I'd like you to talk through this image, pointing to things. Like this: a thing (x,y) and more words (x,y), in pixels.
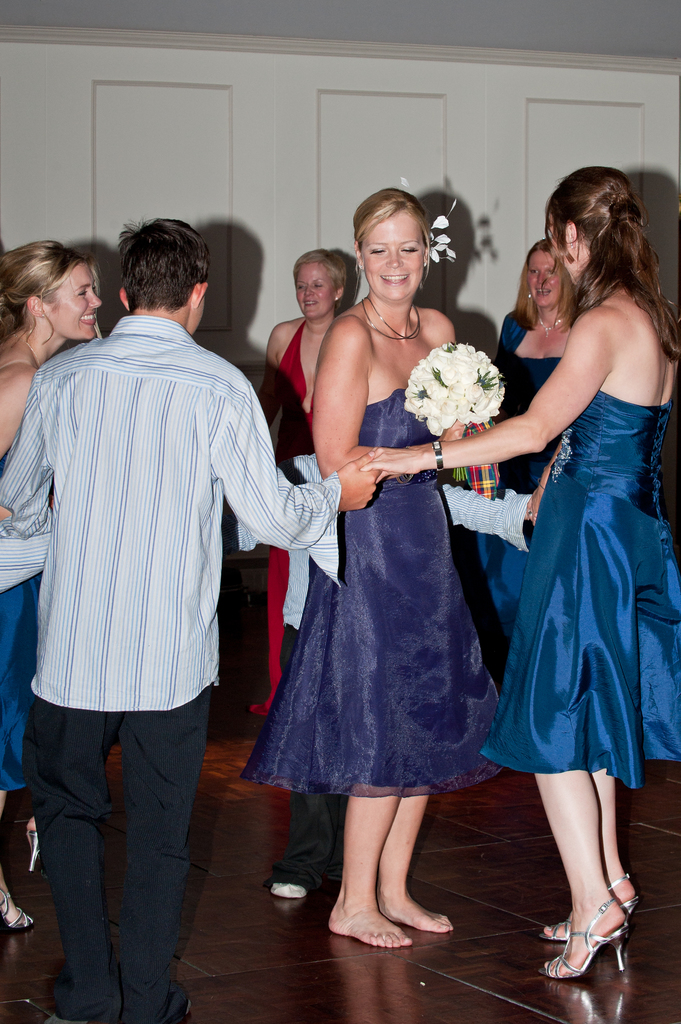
In this image there are a few people (301,566) standing with a smile on their face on the floor (474,889), one of them is holding a bouquet (437,408) in her hand (449,433). In the background (332,213) there is a wall (229,170) and at the top of the image (605,27) there is a ceiling (520,32).
